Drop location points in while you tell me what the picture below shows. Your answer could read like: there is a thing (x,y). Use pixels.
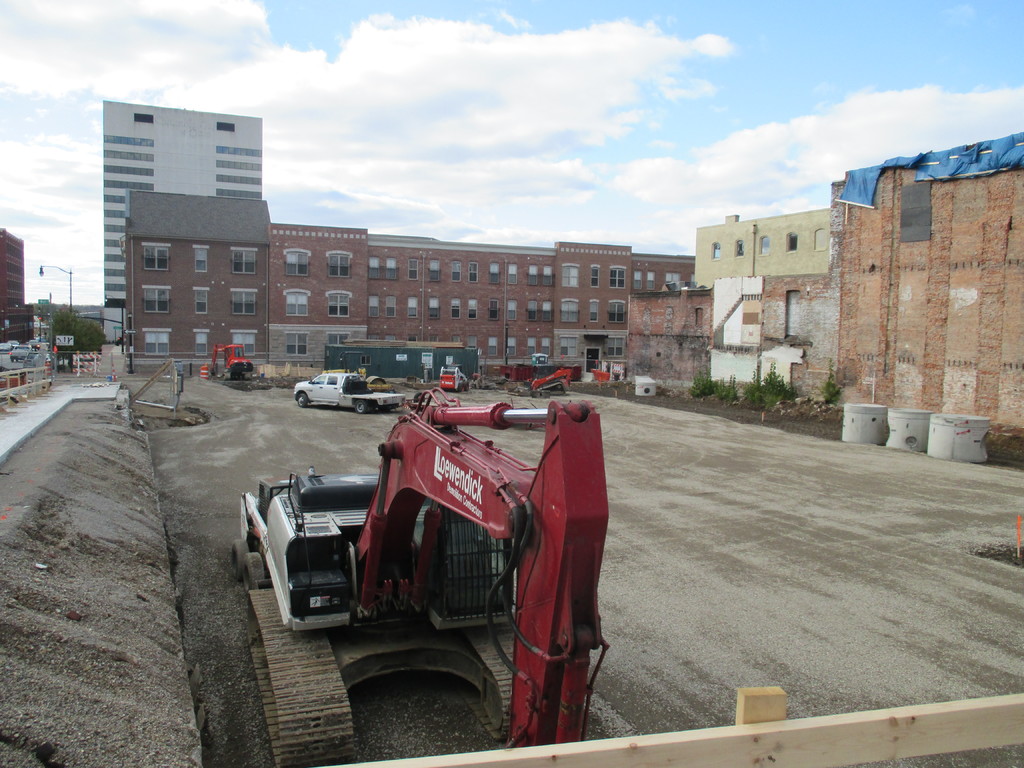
In this image, I can see the buildings (323,323), vehicles (328,375), bulldozer (366,678) and plants (746,394). In the background (522,117), there is the sky (559,232). On the left side of the image (70,307), I can see a pole (52,375), barricades (38,380) and trees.
